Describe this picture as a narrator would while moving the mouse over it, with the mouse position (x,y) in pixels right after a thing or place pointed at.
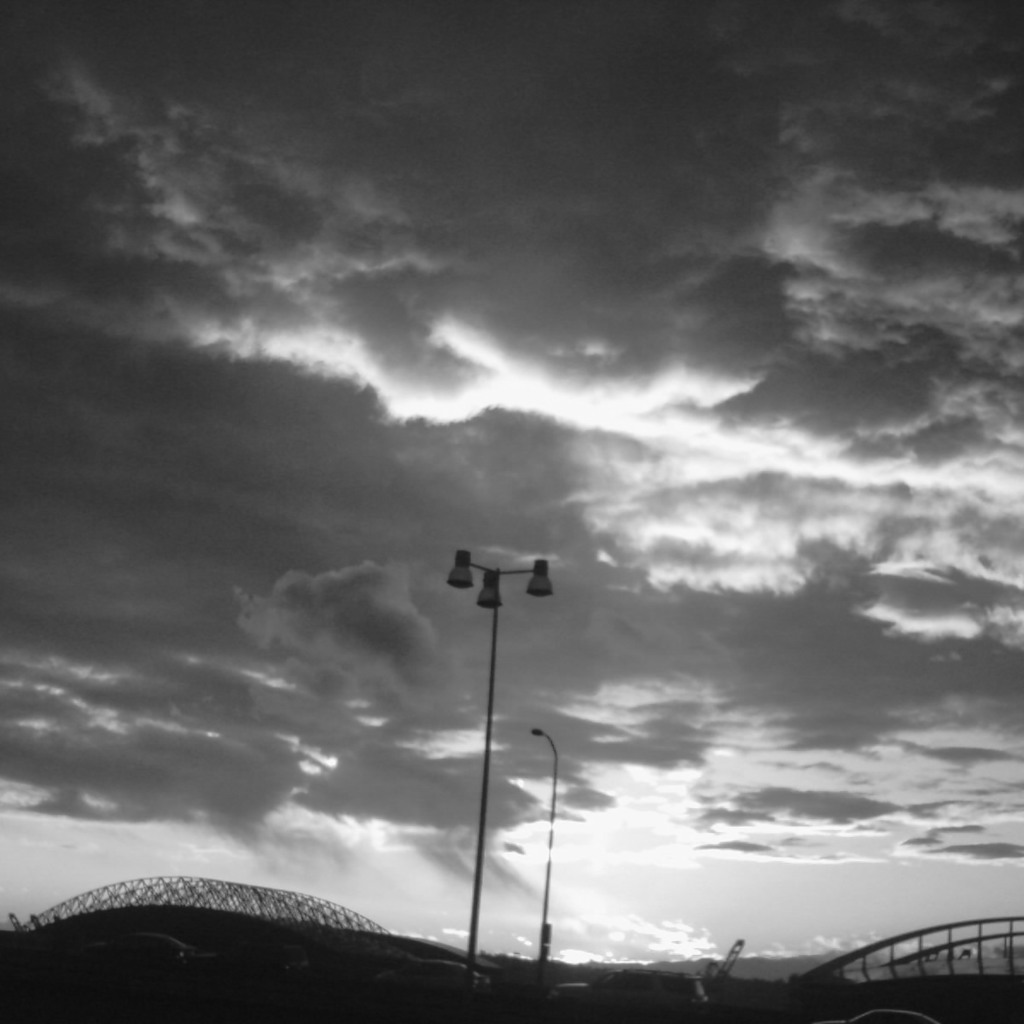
In this black and white image there are a few vehicles (148,959), behind the vehicles (872,1023) its look like a bridge (876,940) and there are a few poles (483,592). In the background (515,790) there are the sky (766,754) and clouds (725,589).
